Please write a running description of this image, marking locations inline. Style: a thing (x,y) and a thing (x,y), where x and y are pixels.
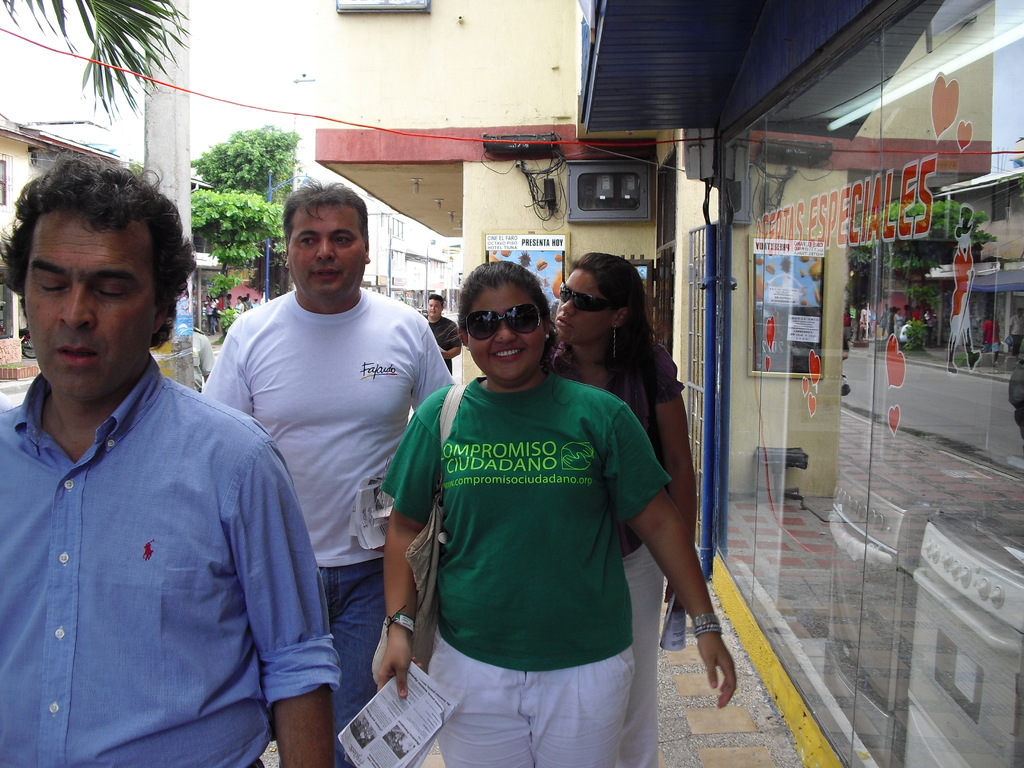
In this image, I can see few people (443,600) standing. These are the buildings (386,169). This is a glass door (884,526) with the clear stickers (845,198) attached to it. On the right side of the image (973,563), I think these are the gas cookers (899,551), which are behind the glass door (899,537). This is a poster (542,251), which is attached to a wall (518,219). These are the trees (205,233). I can see a pole (168,195).
